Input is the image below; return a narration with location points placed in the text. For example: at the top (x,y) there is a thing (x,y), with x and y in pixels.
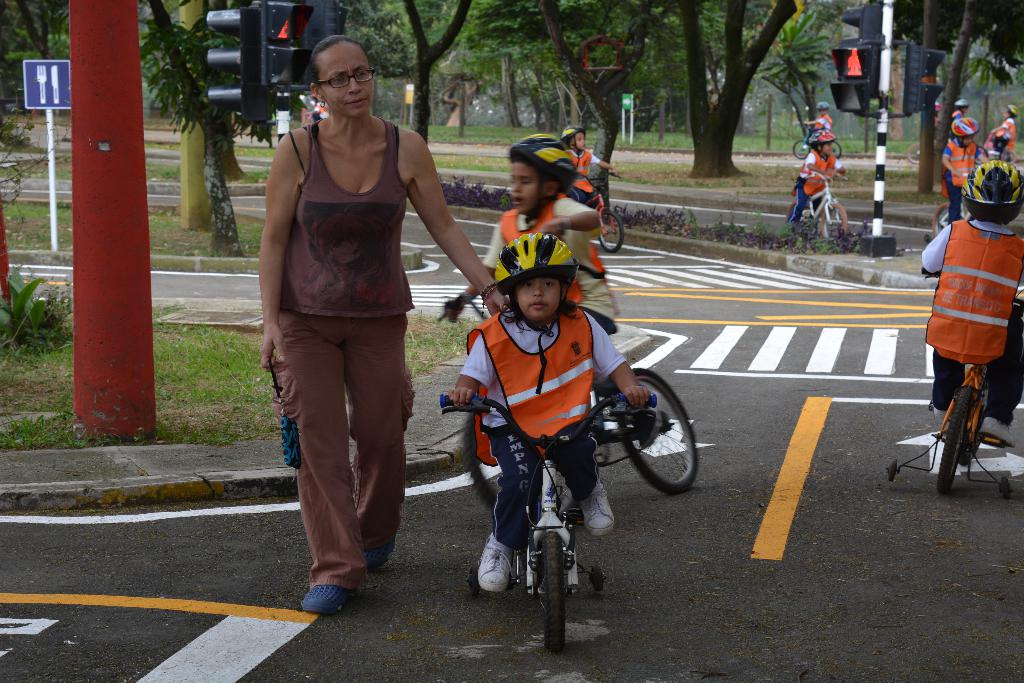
In this image I can see few children (483,363) are riding their bicycles (550,531) on the road (413,297) and also there is a woman (344,281) walking. In the background (611,49) I can see some trees (501,61). On the top left of the image (274,55) there is a traffic signal (259,56). children (559,210) are wearing orange jackets (973,259) and helmets (989,196) on their heads (520,284).
